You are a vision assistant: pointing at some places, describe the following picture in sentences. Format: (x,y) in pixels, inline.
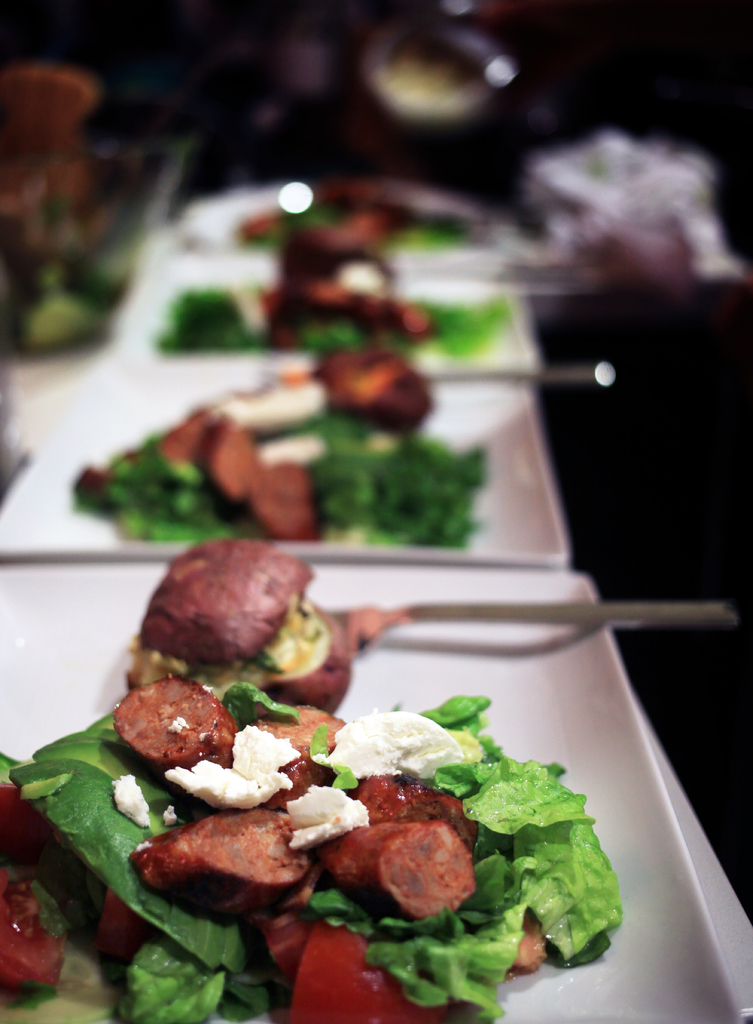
Here we can see a food items (306,733) and spoons (391,628) in the plates (423,256) on a platform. In the background (67,79) the image is blur but we can see some objects (44,118).
